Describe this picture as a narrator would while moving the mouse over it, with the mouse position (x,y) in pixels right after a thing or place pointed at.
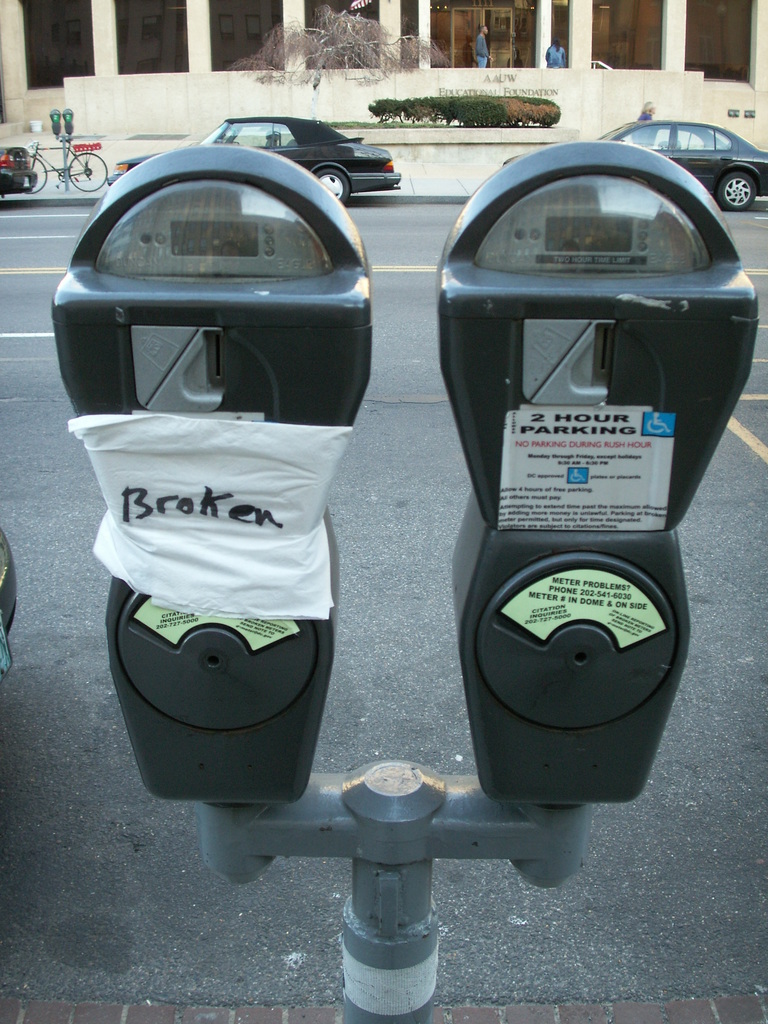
In this picture we have a stand (402,855) where we have two meters (186,659) and one is broken written on a tissue paper (207,459) and sticked to it and on the background (398,292) we can see road (415,236), foot path (429,169) and on road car (284,136) and bicycle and here it is a building (599,86) with pillars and person (485,31) standing over here the other person (551,60) is sitting.
